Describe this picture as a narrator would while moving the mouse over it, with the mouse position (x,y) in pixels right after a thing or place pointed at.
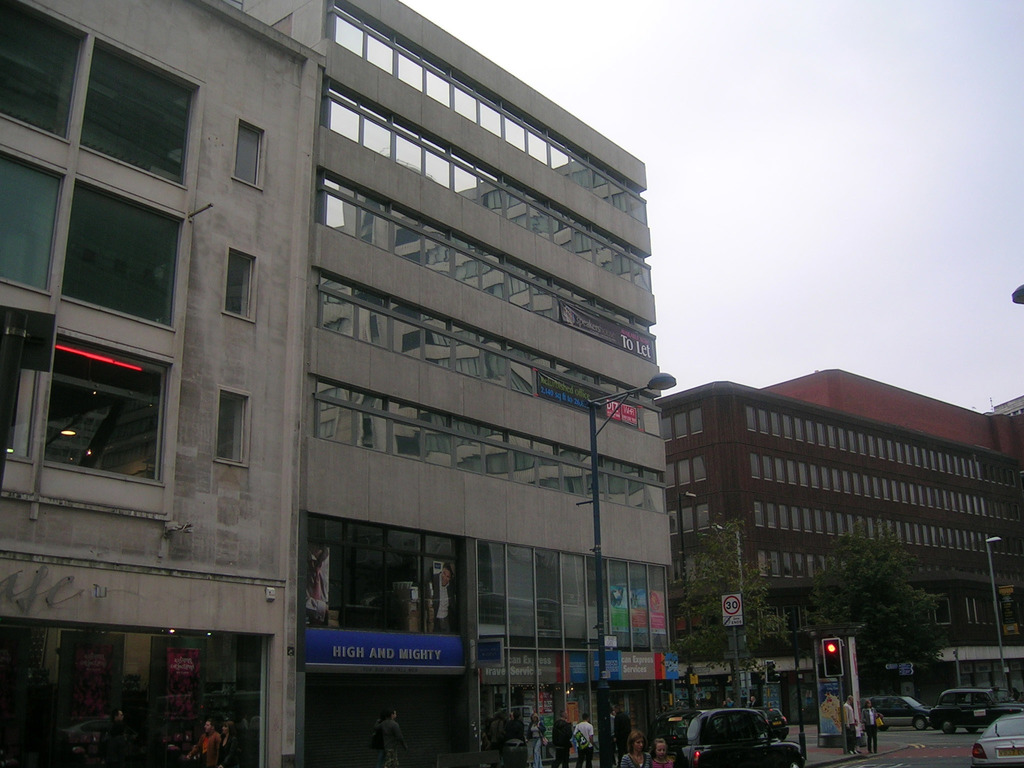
In this image we can see few buildings (575,452) and there are some people (629,734) and we can see few vehicles (997,744) on the road (936,730). We can see some boards (650,661) with the text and there are few trees (698,549) and street lights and at the top (714,96) we can see the sky (694,77).
